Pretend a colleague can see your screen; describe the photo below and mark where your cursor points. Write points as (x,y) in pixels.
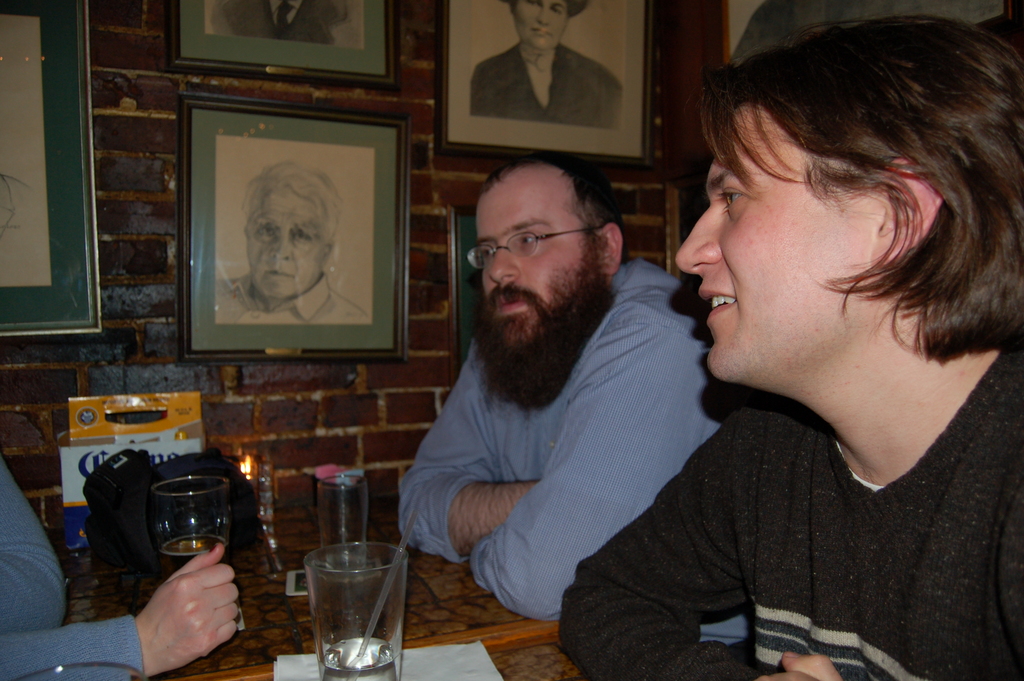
In this image we can see persons (734,416) sitting at the table (444,590). On the table (436,559) there are glasses (390,600), bag (130,519), mobile phone (286,582) and tissues (439,650). In the background (560,104) there is a wall (120,140) and photo frames (331,169).
